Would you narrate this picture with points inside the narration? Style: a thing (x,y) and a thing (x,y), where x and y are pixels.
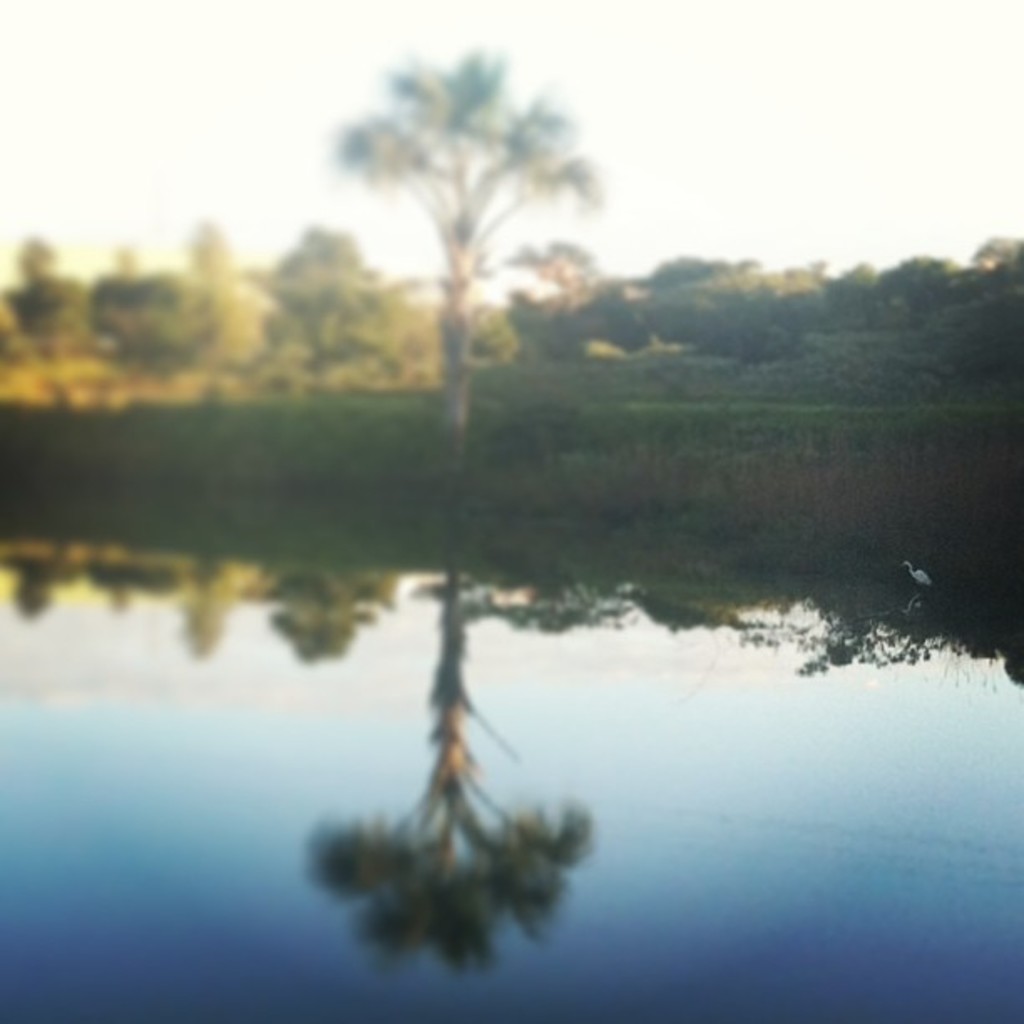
This image is clicked outside. There are trees (561,316) in the middle (488,355). There is water (459,778) at the bottom (488,832). There is sky (608,39) at the top (683,164). There is crane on the right side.
